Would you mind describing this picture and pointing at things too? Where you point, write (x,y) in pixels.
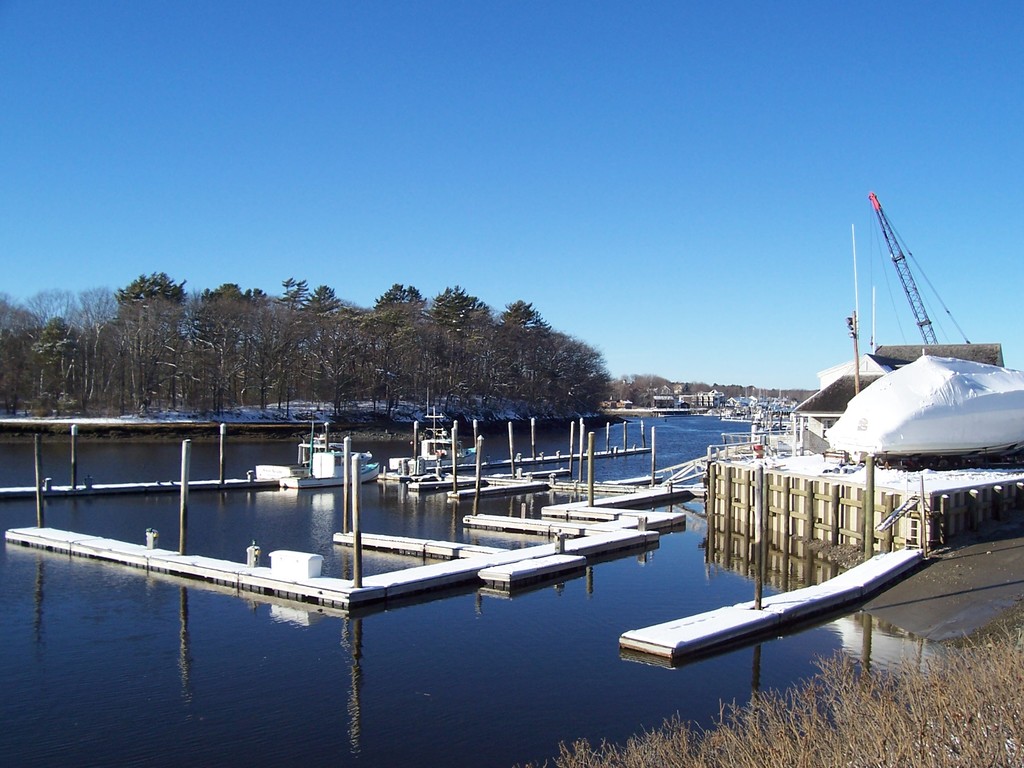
In this image I can see poles (592,475), fence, grass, crane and boats (436,453) in the water (386,456). In the background (822,419) I can see trees (410,385) and houses (674,405). At the top (435,164) I can see the blue sky (435,164). This image is taken may be near the lake (0,624).
